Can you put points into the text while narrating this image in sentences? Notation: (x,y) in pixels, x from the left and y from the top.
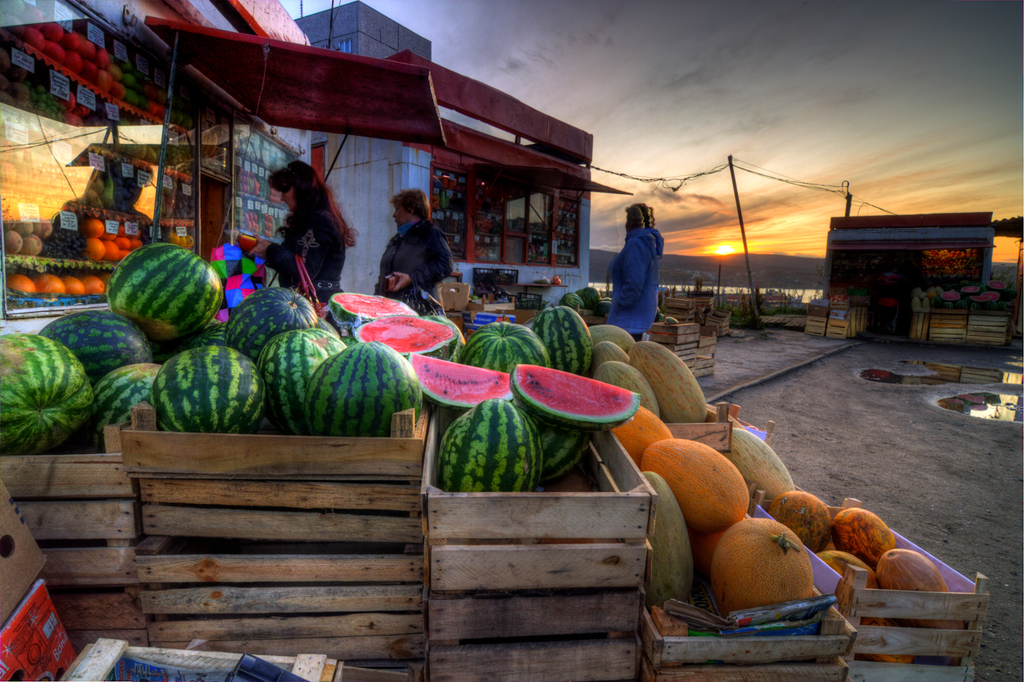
In this picture there are fruits (423,388) in the center of the image (401,398) and there are stalls (70,167) on the right (872,245) and left side of the image (230,174) and there are people (318,269) in the center of the image (450,248).
